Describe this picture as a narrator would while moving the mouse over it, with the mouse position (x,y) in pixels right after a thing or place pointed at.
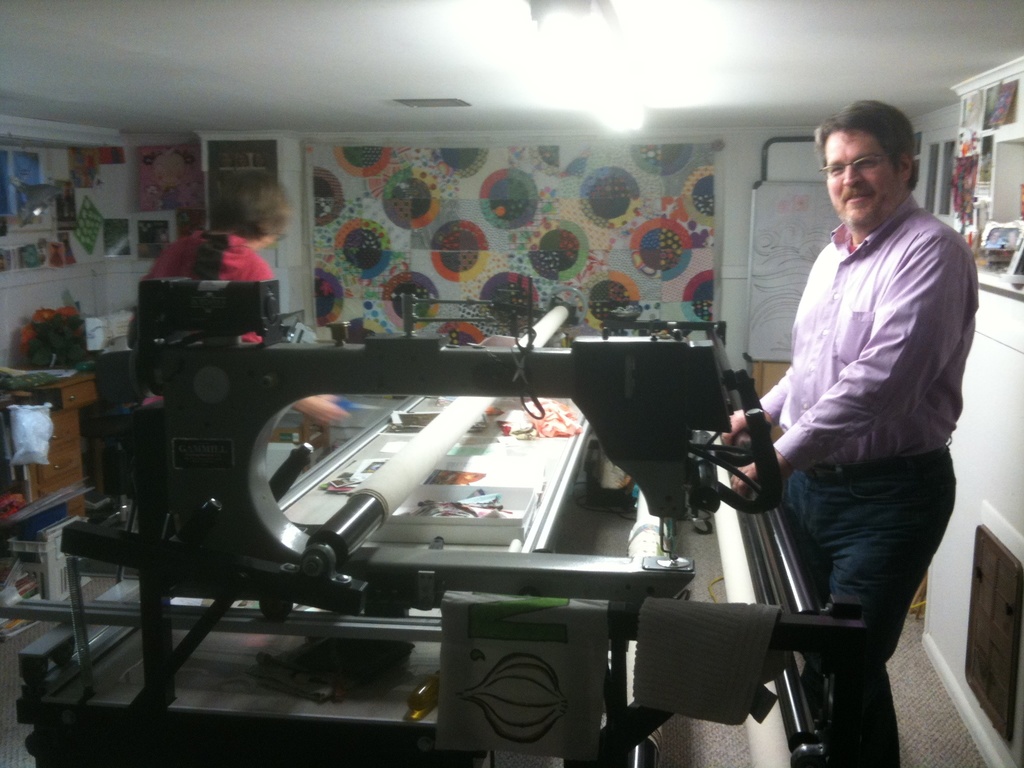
The picture is taken in a room (664,141). In the center of the picture (358,381) there is a quilting machine (401,394). On the right (870,546) there is a person (874,370) standing. In the background (580,211) there are posters (93,209), quilt (595,204) and many objects (1022,241) to the wall (20,308). On the left (185,256) there is a person (230,259) standing, beside her there are flowers (56,352), desk (64,417) and many other objects (55,515). At the top (518,105) it is ceiling (697,100). There is a light (598,100) to the ceiling (594,111).
